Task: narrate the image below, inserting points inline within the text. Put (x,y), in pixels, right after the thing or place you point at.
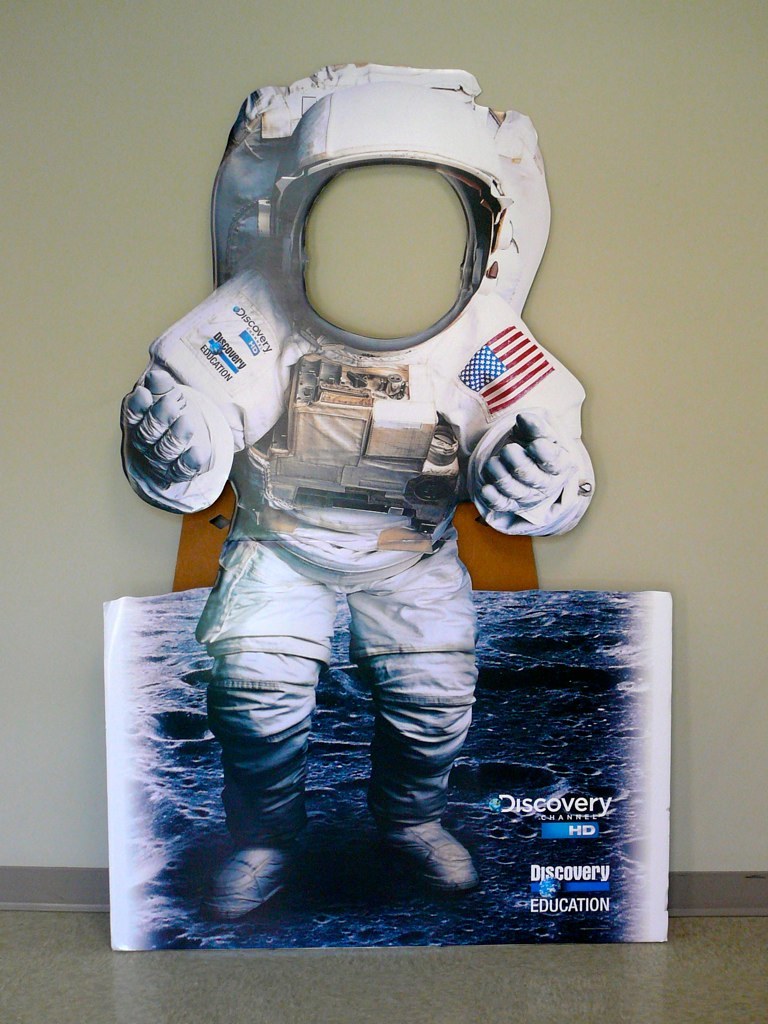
This picture might be taken inside the room (557,572). In this image, in the middle (463,426), we can see a image of an astronaut (484,247) and a board (176,575). In the background (175,523), we can see a wall (727,775).
